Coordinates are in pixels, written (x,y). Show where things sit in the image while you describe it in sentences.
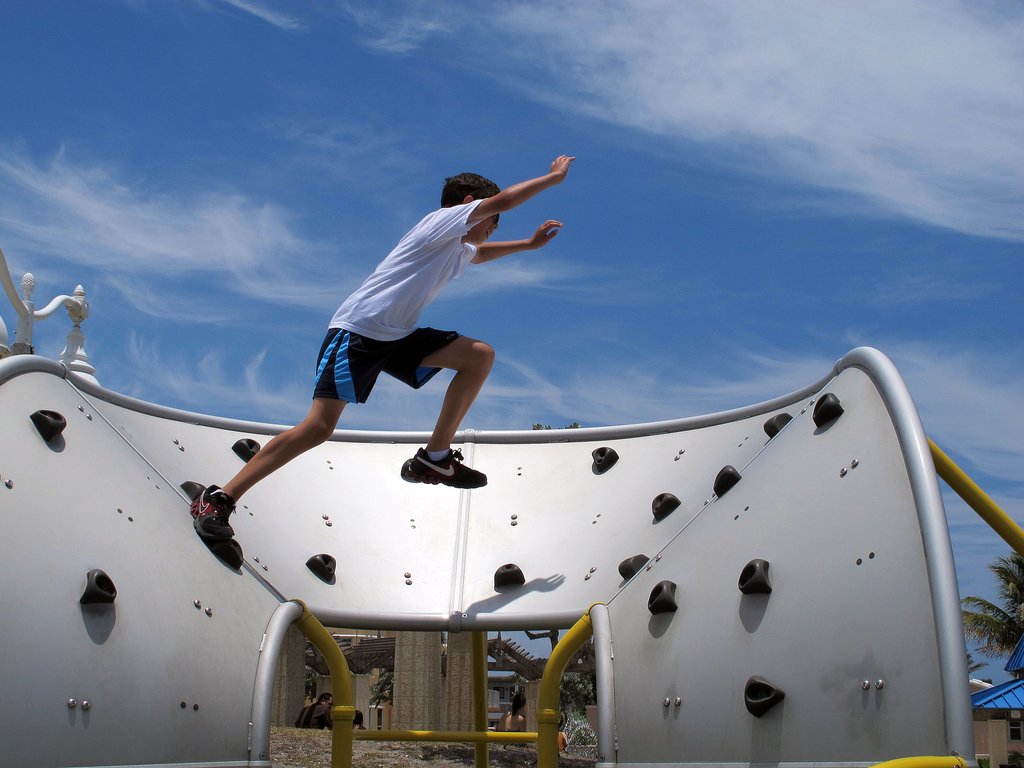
In the picture I can see a person (368,352) wearing white T-shirt (415,295) placed one of his leg (286,455) on an object (230,548) and the another leg (448,439) in the air and there are some other objects (520,683) in the background (417,684) and the sky (649,105) is a bit cloudy.
